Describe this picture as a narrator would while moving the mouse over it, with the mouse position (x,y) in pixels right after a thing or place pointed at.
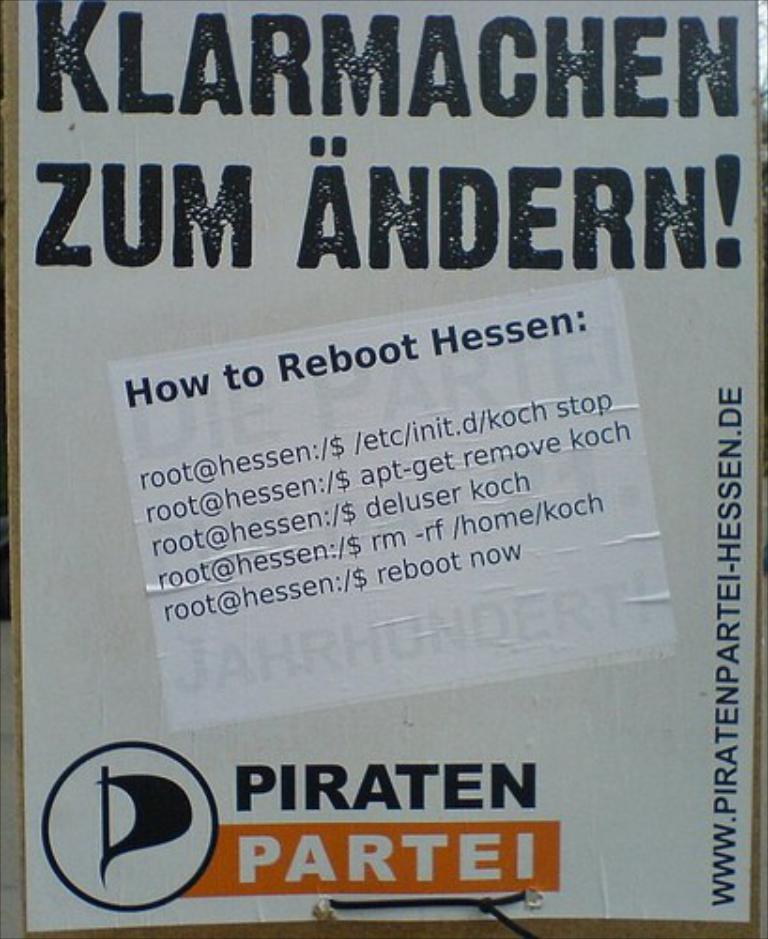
In this picture we can see a poster (75,814).
